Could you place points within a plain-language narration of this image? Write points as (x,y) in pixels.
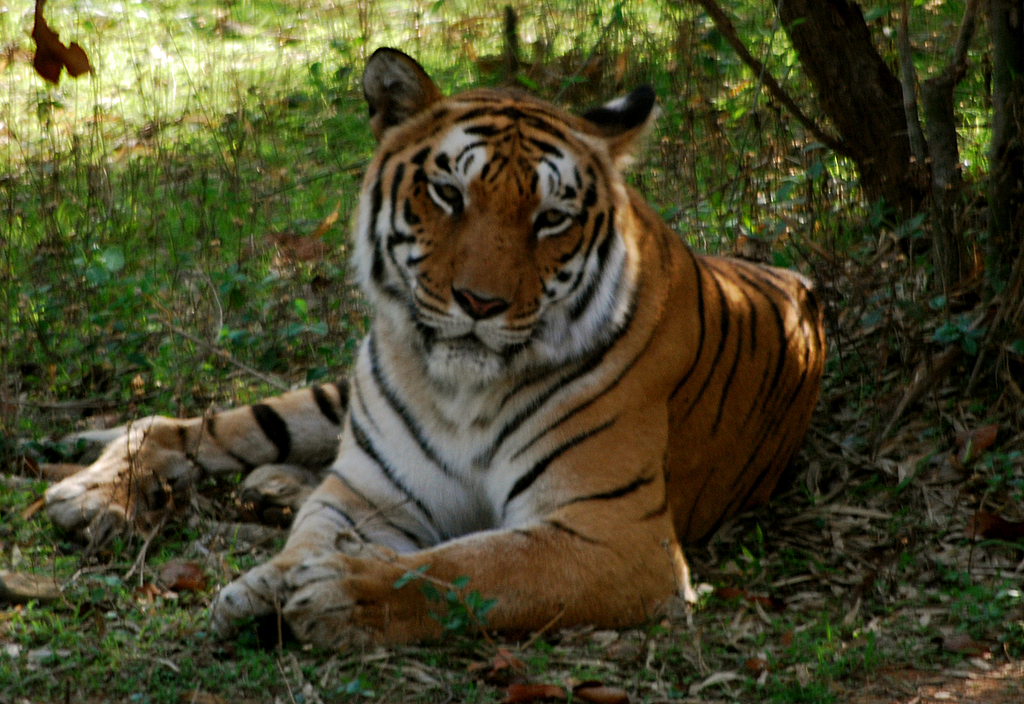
In the center of the image (442,348) we can see a tiger (520,331). We can also see the grass (15,143), dried leaves (819,561) and also the trees (870,72) on the right (880,91).
